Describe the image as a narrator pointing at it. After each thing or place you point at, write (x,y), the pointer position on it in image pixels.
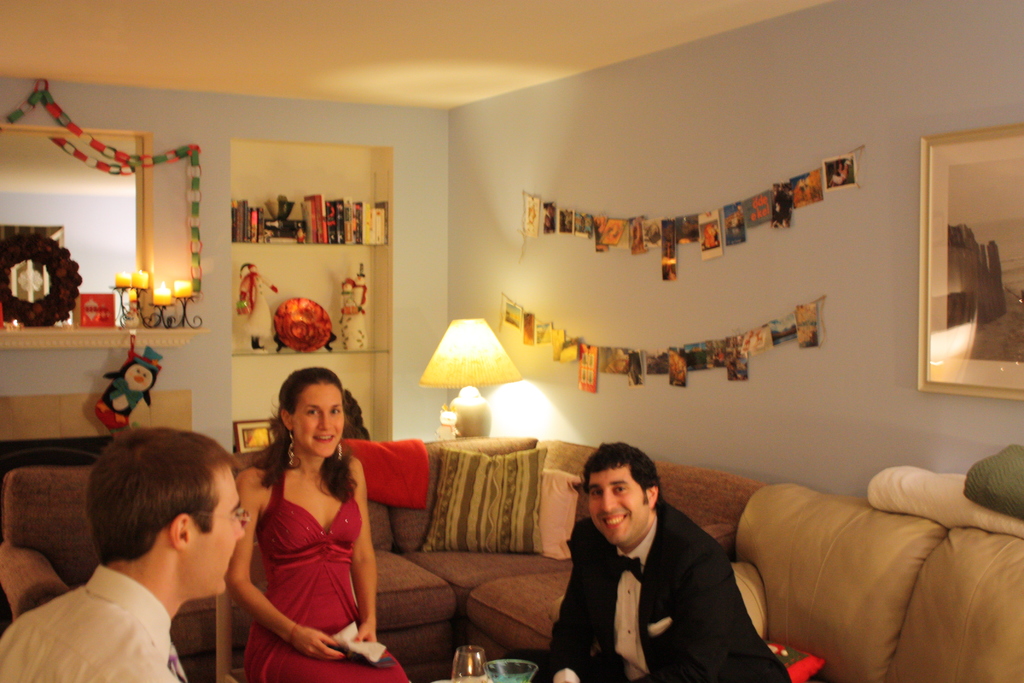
In this image in the foreground (292,571) there are three persons (277,574) who are sitting and smiling and there are some couches (66,574). In the background (282,263) there is a cupboard (310,262), in that cupboard (296,265) there are some books (283,234) and some toys (357,315). On the right side (804,307) there are some photo frames (530,340), lamp (475,328), on the left side (130,226) there is a mirror (96,217) and some candles (165,291).
